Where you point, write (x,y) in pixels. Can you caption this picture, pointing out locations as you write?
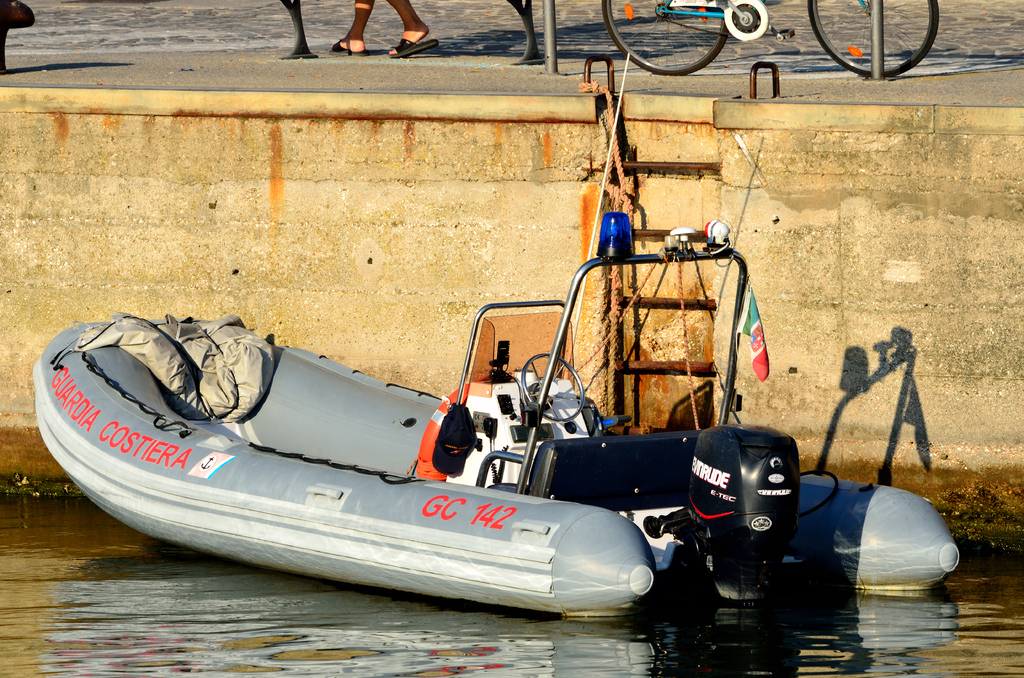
In this image, I can see an inflatable boat (859,565) on the water (59,574). This is an engine (713,544), which is attached to a boat (504,503). I can see a wall (168,158). This looks like a ladder (684,362). At the top of the image (402,58), I can see a person's legs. I think this is a bicycle (750,32). These are the poles (554,66).
